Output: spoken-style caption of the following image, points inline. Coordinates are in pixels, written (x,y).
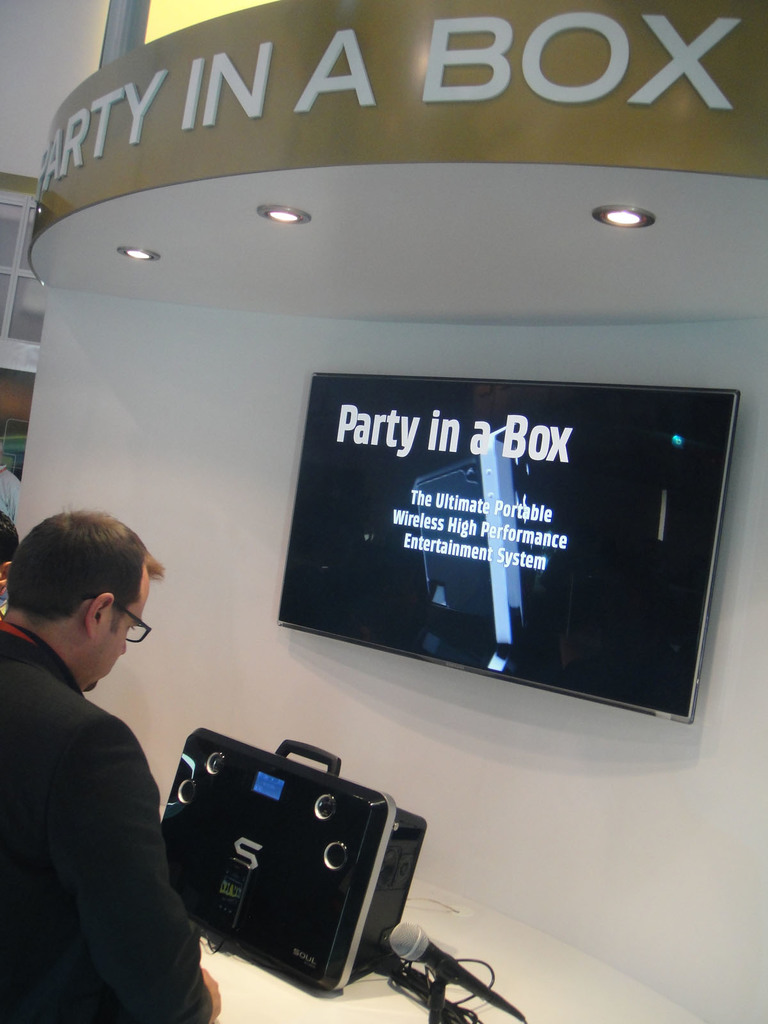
In the picture we can see a person (125,903) standing near the desk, person (170,921) is wearing a black dress (117,895) and on the desk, we can see a box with a microphone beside it and behind the desk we can see a wall (312,766) with a television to it and on the top of the wall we can see a plank (534,155) with some lights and on the plank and written on it a Party in a box.
